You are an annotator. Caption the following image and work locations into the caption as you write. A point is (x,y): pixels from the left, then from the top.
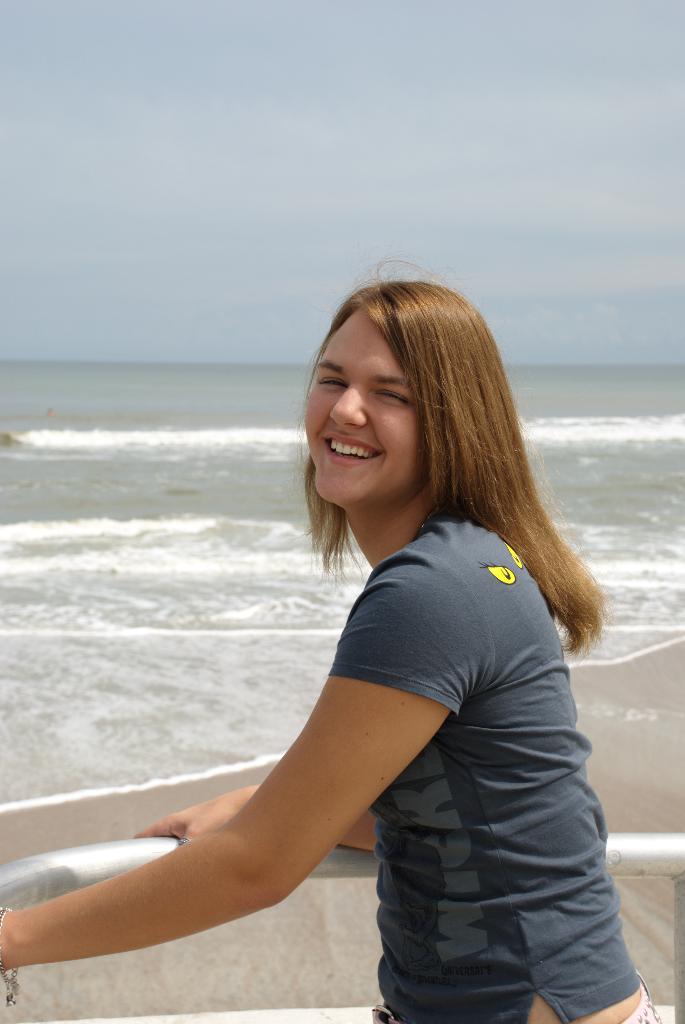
In this image we can see a lady (440,906) standing. At the bottom (51,863) there is a railing (42,863). In the background (206,513) there is water (206,513). At the top (393,190) there is sky (267,161).
